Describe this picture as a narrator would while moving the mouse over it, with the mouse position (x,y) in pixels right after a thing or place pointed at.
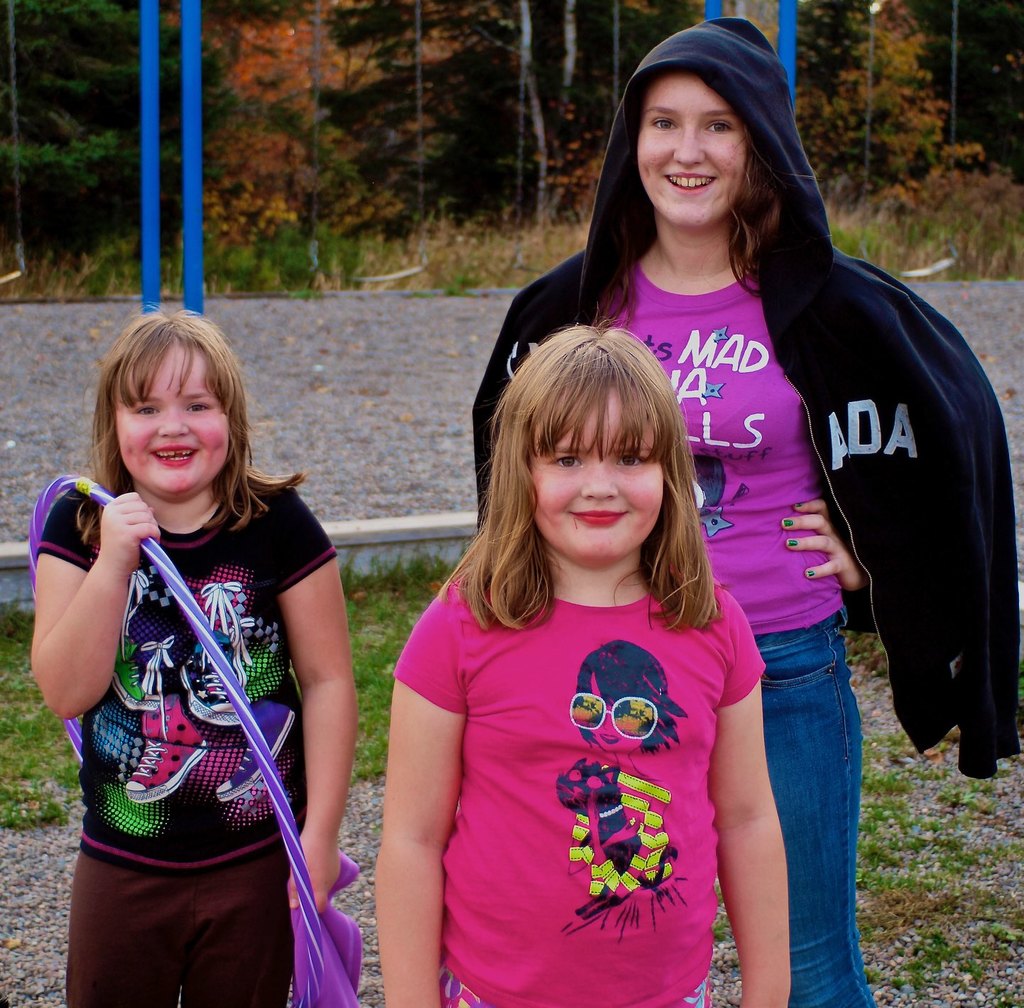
In this image there are three persons (489,580) who are standing on the ground (907,877). On the left side (189,639) there is a girl (192,561) who is holding the hula hoop (227,669). On the right side (774,518) there is a woman (847,449) who is wearing the sweater cap (801,249). In the background (714,13) there are poles (197,95). On the ground (385,417) there are stones (388,383). In the background (538,136) there are trees (436,136).
